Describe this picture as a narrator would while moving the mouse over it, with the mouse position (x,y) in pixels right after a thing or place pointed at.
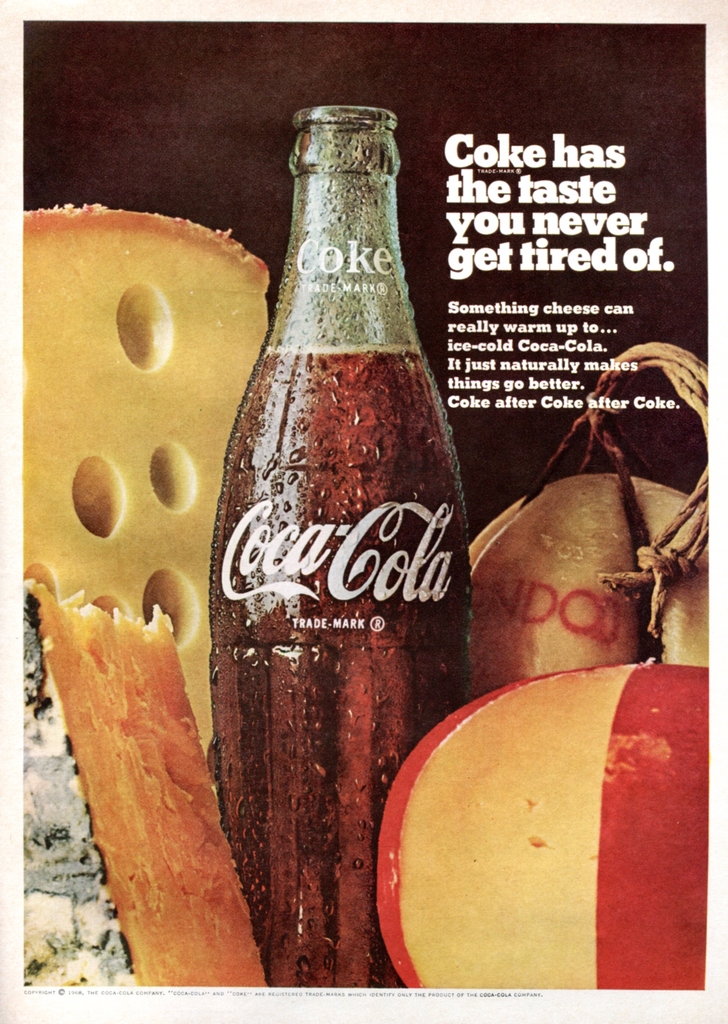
In the image there is a coke bottle (327,562) in the middle (381,481) and cheese (158,377) at top left corner (146,288) and some food (571,832) at right bottom corner (563,789) and there is a text (571,159) written on top right corner (513,328).
